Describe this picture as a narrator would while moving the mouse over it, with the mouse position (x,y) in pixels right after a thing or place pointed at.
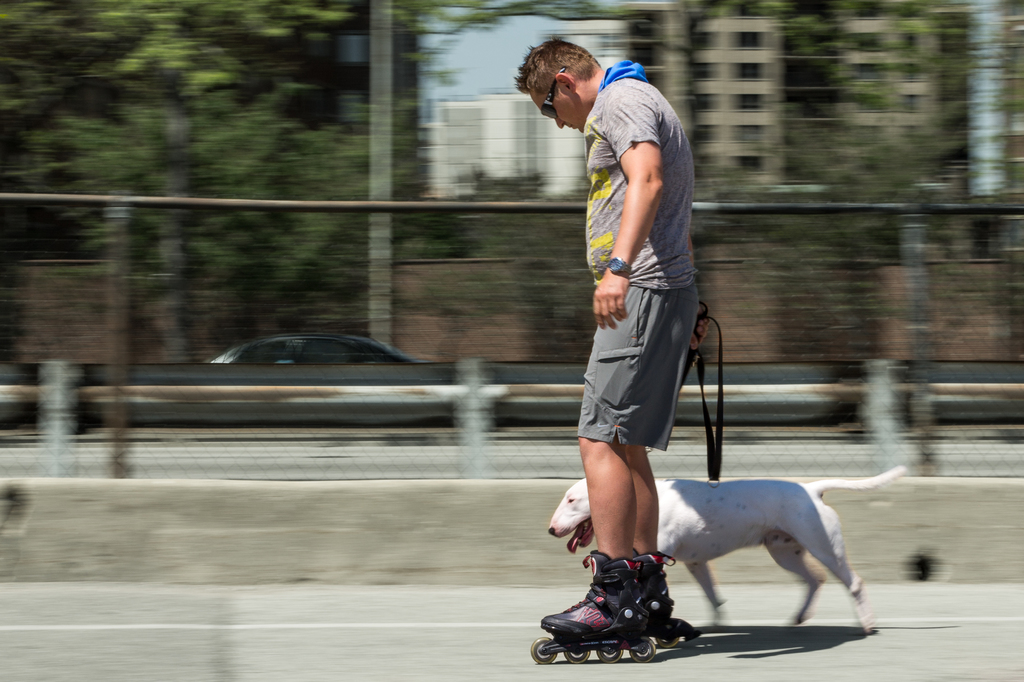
here in this picture we can see a person (610,479) wearing a skating shoe (583,605) and holding the belt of a dog (674,492) in his hand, here we can also see trees (205,141), buildings (713,81) and cars (366,353) which are little bit far away from the person (565,81).
